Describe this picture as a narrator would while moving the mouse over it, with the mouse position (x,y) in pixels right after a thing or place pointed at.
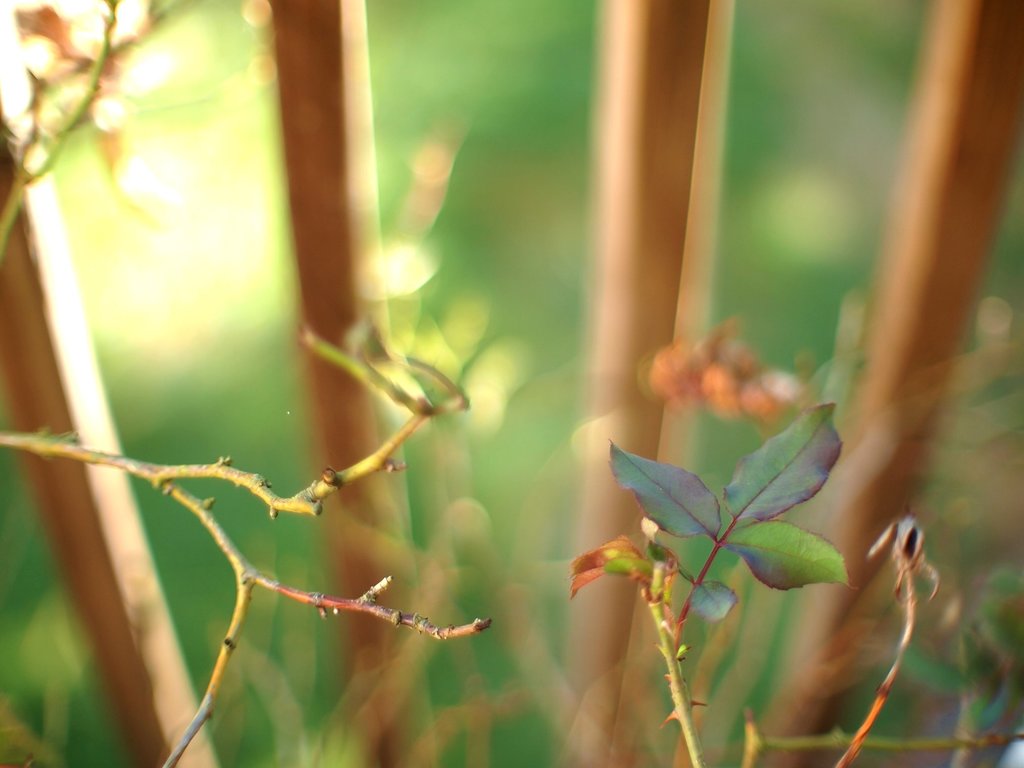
In this image in the foreground (840,566) there are some leaves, and in the background (622,520) there are some sticks (40,366) and some plants (485,392).
